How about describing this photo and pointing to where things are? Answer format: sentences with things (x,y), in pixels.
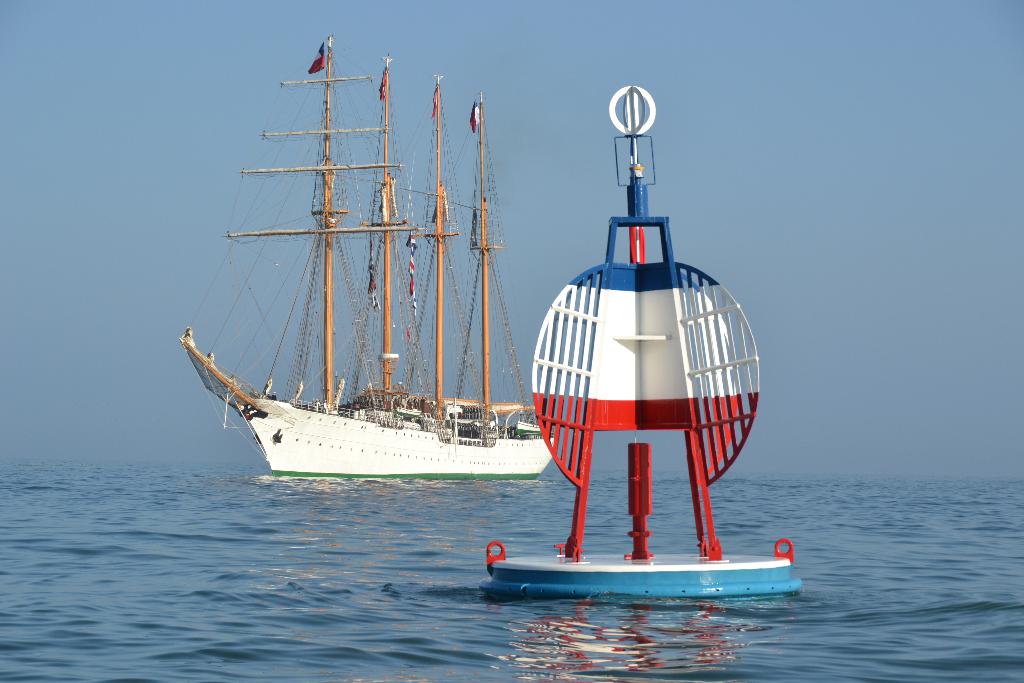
In this picture we can see white color sailing boat (338,439) with cables (382,185), poles (438,330) and flags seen in the sea water (653,539). In the front (561,371) bottom side there is a white and red color metal object (615,416). On the top (108,155) there is a sky (431,74).
